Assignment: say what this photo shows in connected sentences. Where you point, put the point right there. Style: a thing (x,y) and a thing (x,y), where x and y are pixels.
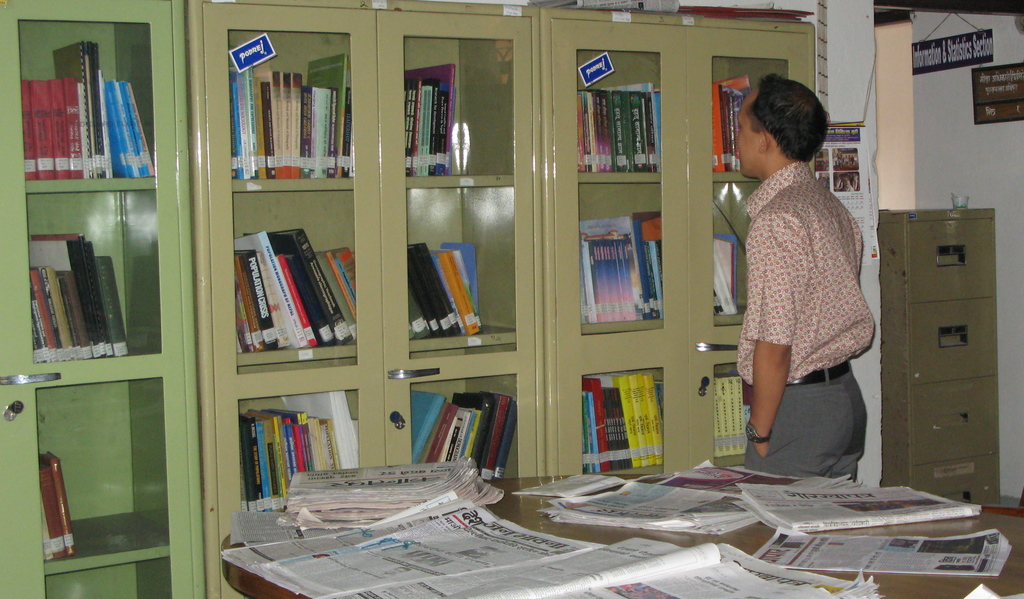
There is a man (805,294) standing, beside this man (800,446) we can see papers (586,504) on the table (535,495). Left side of the image (292,113) we can see books (339,99) in cupboards (692,281). In the background (1010,72) we can see boards (981,58) on a wall (931,140) and furniture (966,400).
